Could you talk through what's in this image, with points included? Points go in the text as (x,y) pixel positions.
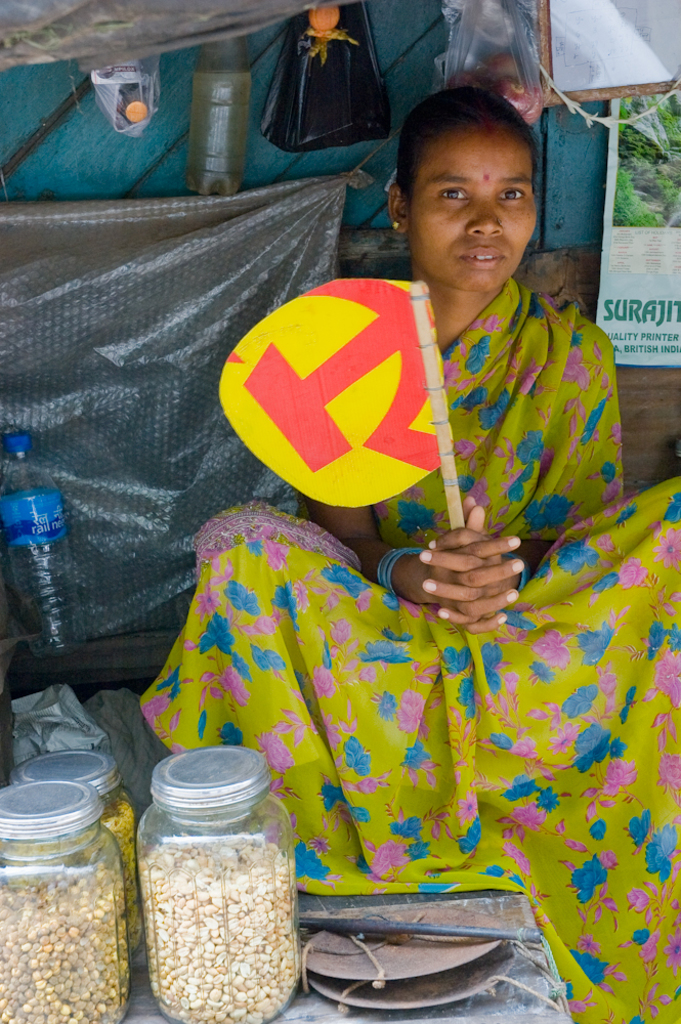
In this image there is a woman (474,493) sitting on the floor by holding the hand fan (370,398). In front (46,897) there are glass jars (106,856). In the background (208,169) there is a bottle (214,130) and a cover (313,99) beside it. On the left side (52,516) there is a bottle (21,553). On the right side (653,148) top corner there is a calendar (633,174) and a cover (518,75) beside it. At the bottom (427,965) there are two weighing pans (406,963).
